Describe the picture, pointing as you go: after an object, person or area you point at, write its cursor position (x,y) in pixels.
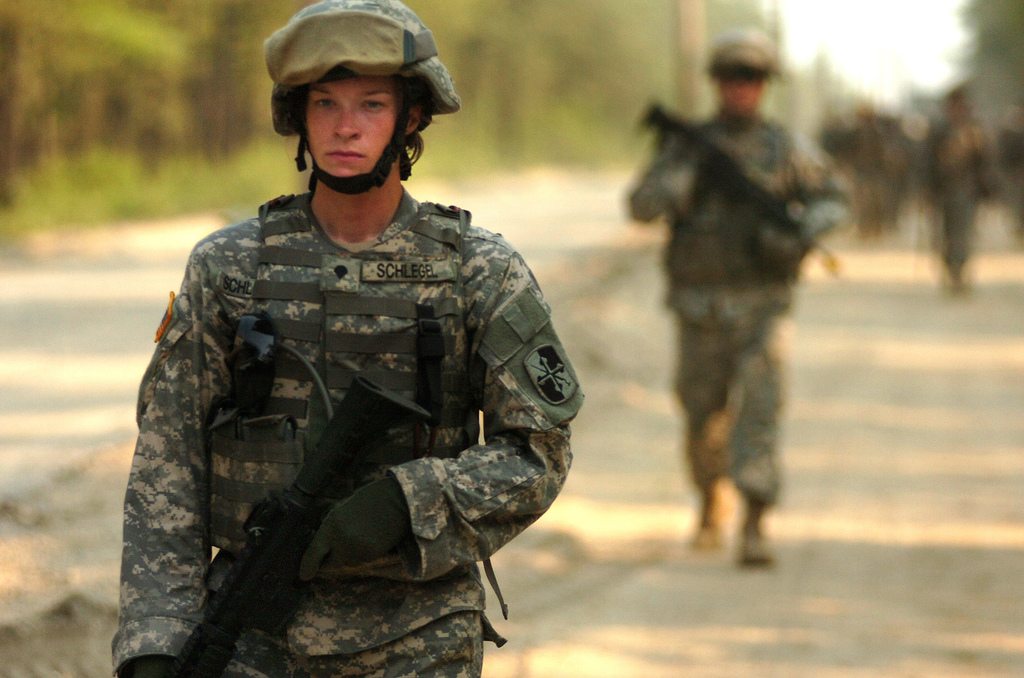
In this image there is one person (285,401) standing at left side of this image (327,465) is holding one gun (274,564), and there are some other persons (692,226) standing at right side of this image (796,193) and there are some trees (532,138) in the background (574,108).
